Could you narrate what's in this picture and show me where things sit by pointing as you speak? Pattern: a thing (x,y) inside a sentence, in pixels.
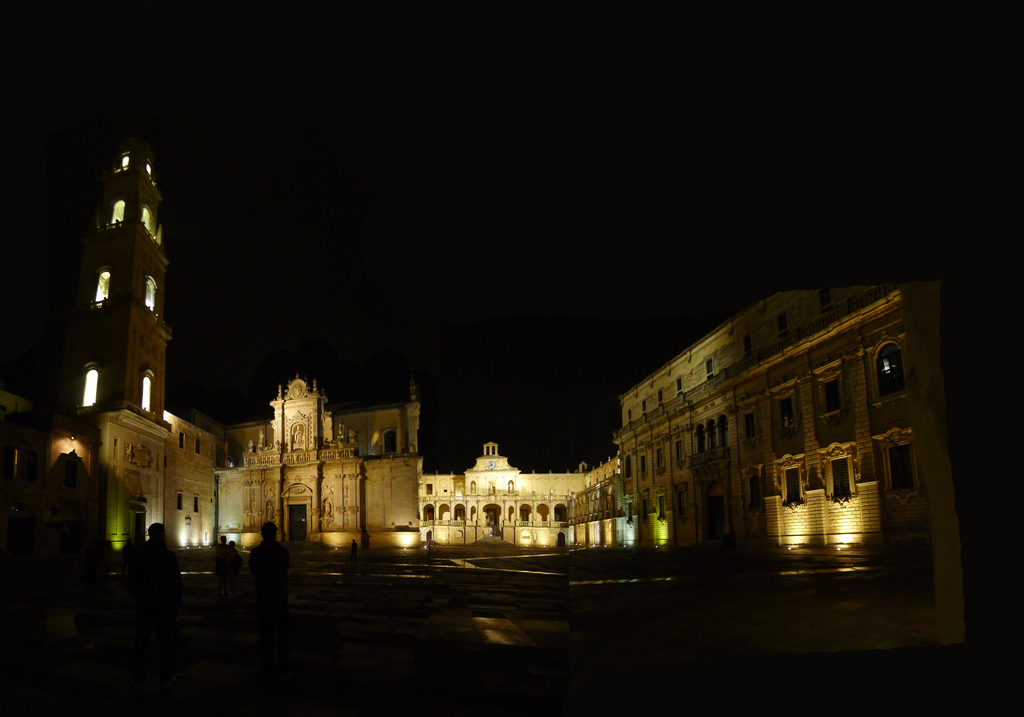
In this picture I can see buildings (737,441) and few people (270,570) standing I can see lights (103,275) and I can see dark background (225,57).
